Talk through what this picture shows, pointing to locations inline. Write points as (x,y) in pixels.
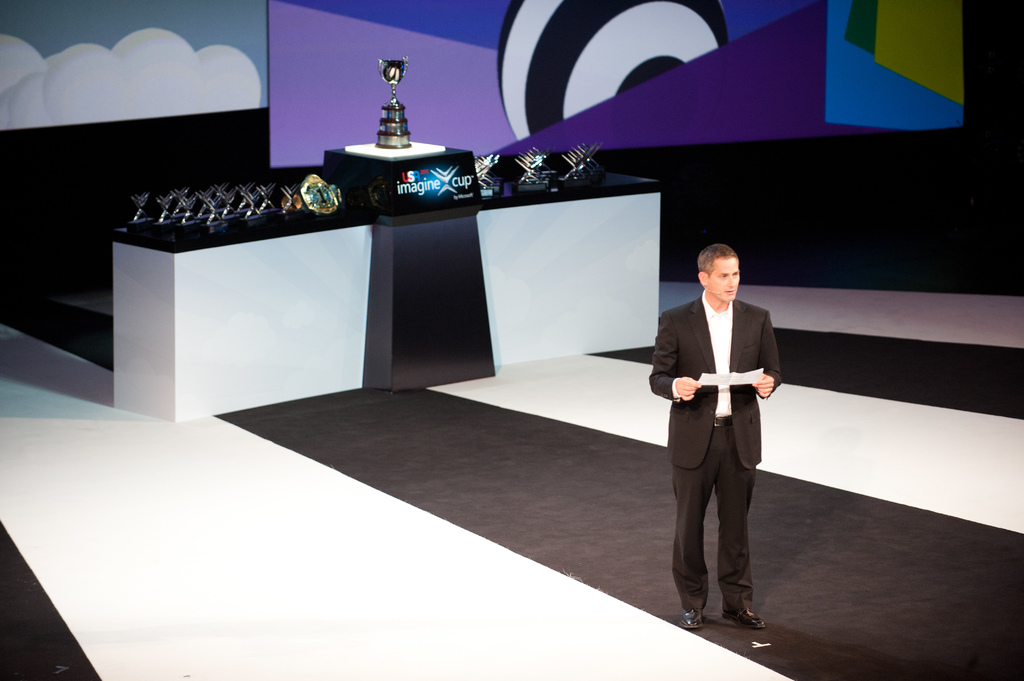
In this picture we can see a man (685,593) wearing a blazer (776,351) and standing and holding a paper (735,373) in his hands (683,380). On the background of the picture (109,108) we can see boards (248,83). This is a table (396,345) and we can see one cup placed on the table (394,147). This is a floor (365,557) in black and white colour.
